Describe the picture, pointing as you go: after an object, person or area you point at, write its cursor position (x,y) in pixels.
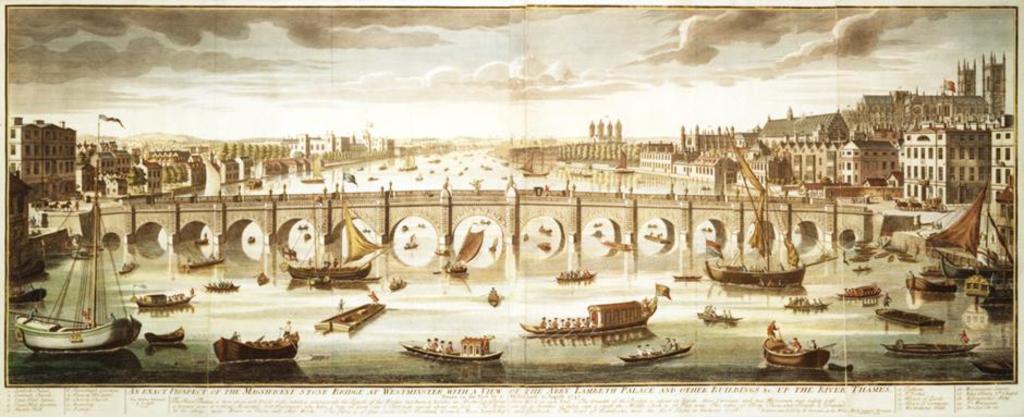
This image consists of a print (718,377) with an image (226,211) and a text (258,390) on it. At the top of the image (236,62) there is the sky (578,90) with clouds (610,85). At the bottom of the image (359,359) there is a river (399,373) with water (745,345). On the left (201,168) and right sides of the image there are many buildings (703,141) and houses (160,160). In the middle of the image (633,208) there is a bridge (316,216) and there are many boats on the river (477,172). There are a few flags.
